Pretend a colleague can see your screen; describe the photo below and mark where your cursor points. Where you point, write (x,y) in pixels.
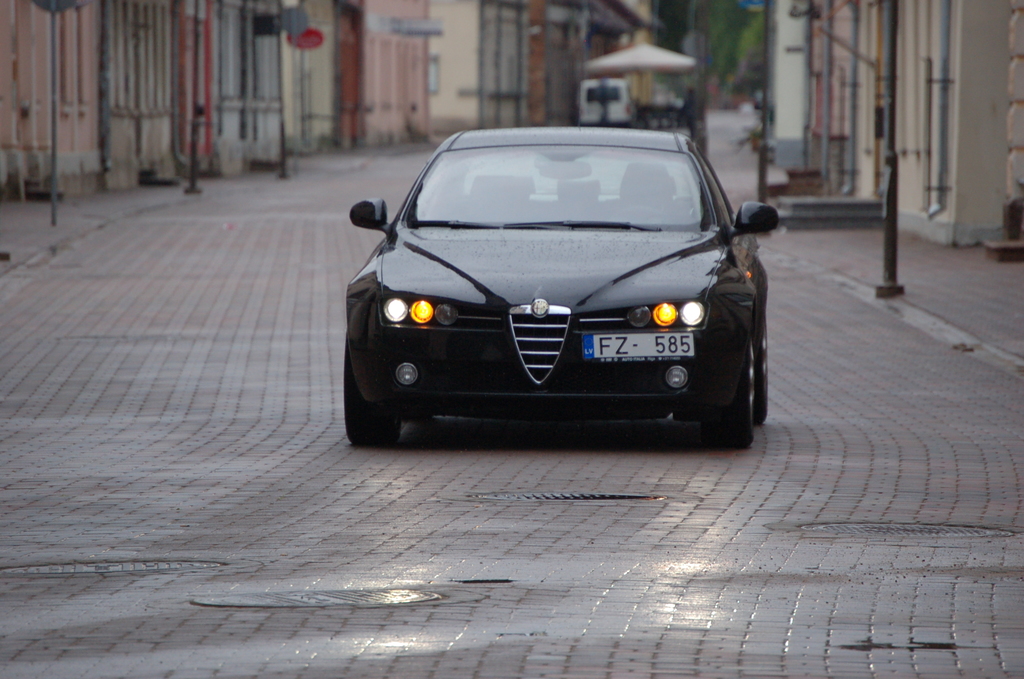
In this image we can see there are vehicles (634,370) on the ground (791,489). And there are buildings (263,103), poles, boards (298,34) and umbrella (612,62).
